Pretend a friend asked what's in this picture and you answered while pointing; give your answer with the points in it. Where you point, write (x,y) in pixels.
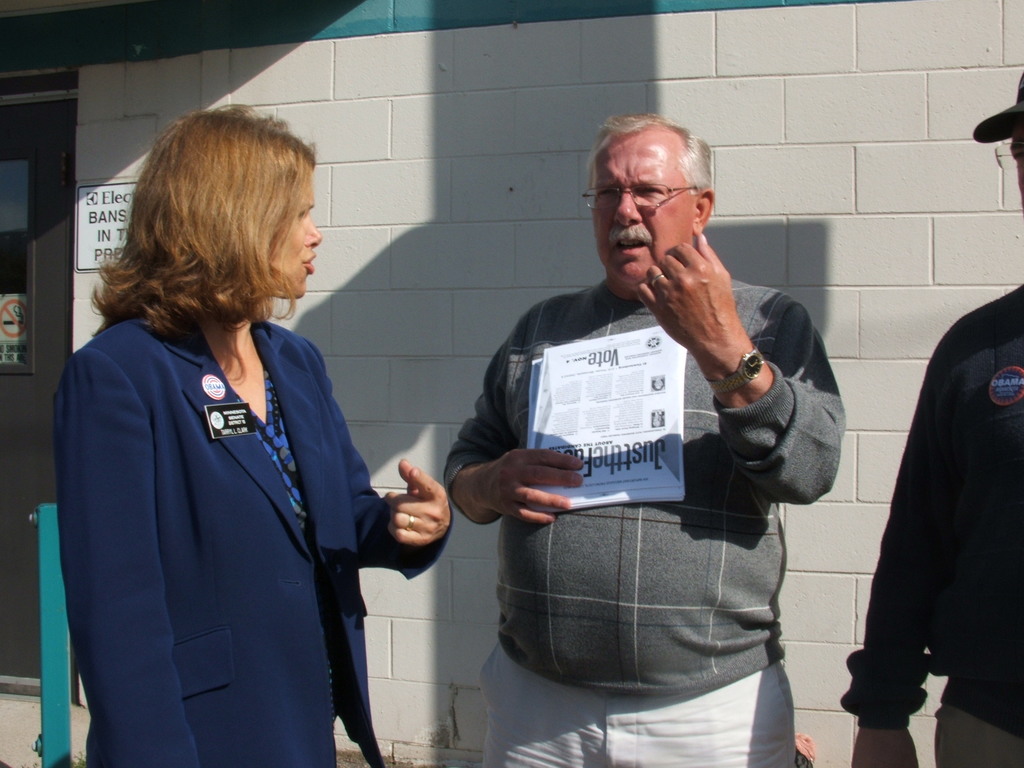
In the picture we can see a man (664,639) and a woman (323,598) standing and talking to each other and beside we can see a person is standing and in the background (9,437), we can see the wall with a part of the door (41,405) to it.
